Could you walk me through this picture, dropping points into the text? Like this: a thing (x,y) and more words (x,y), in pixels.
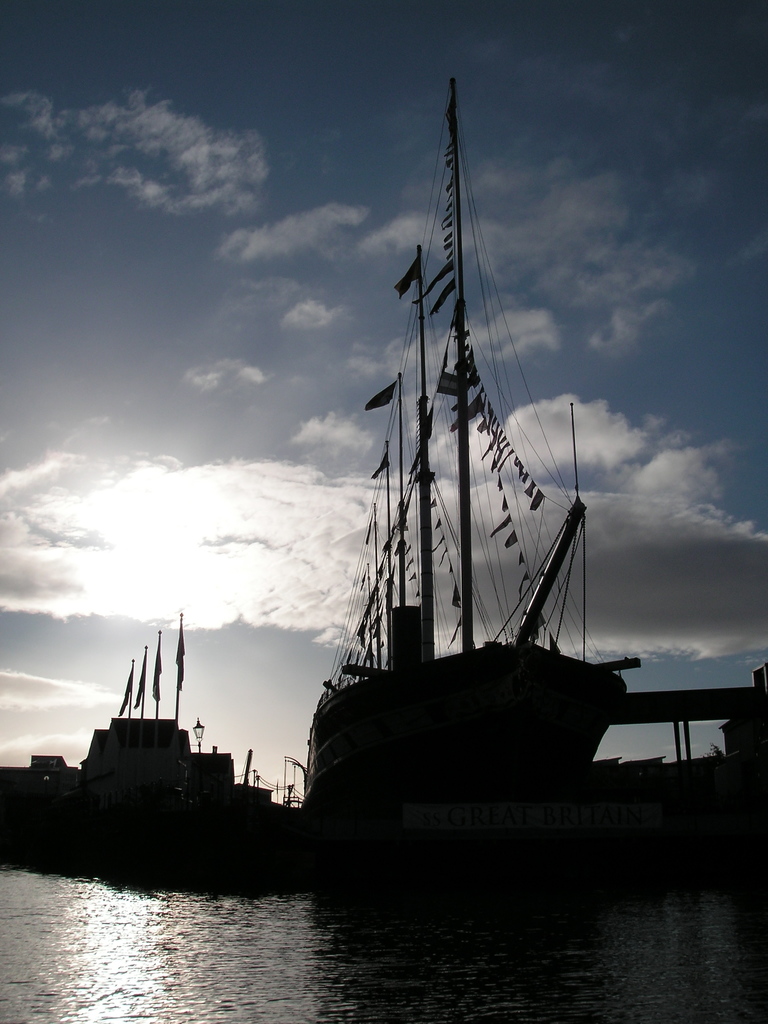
In the center of the image (400,574) we can see the ships (309,796), poles (145,665), flags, light (203,730), ropes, bridge (697,707). At the bottom of the image (302,920) we can see the water (294,899). At the top of the image (312,251) we can see the clouds (692,599) are present in the sky (277,313).
